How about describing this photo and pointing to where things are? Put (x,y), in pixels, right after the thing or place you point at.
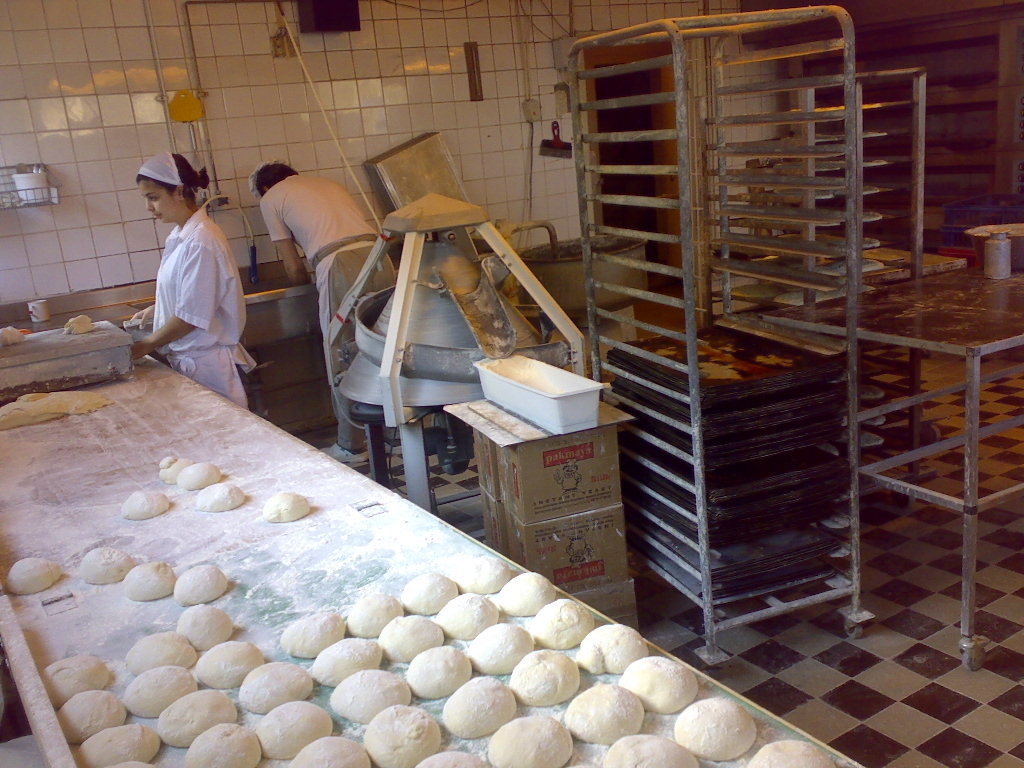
In this image there is a woman (174,299) who is making the flour balls (81,322). In the background (477,251) there are machines (550,239). At the bottom (294,613) there is a table (242,553) on which there are flour balls (206,652). In the middle (506,396) there are cardboard boxes (553,504) on which there is a tray (522,392).
